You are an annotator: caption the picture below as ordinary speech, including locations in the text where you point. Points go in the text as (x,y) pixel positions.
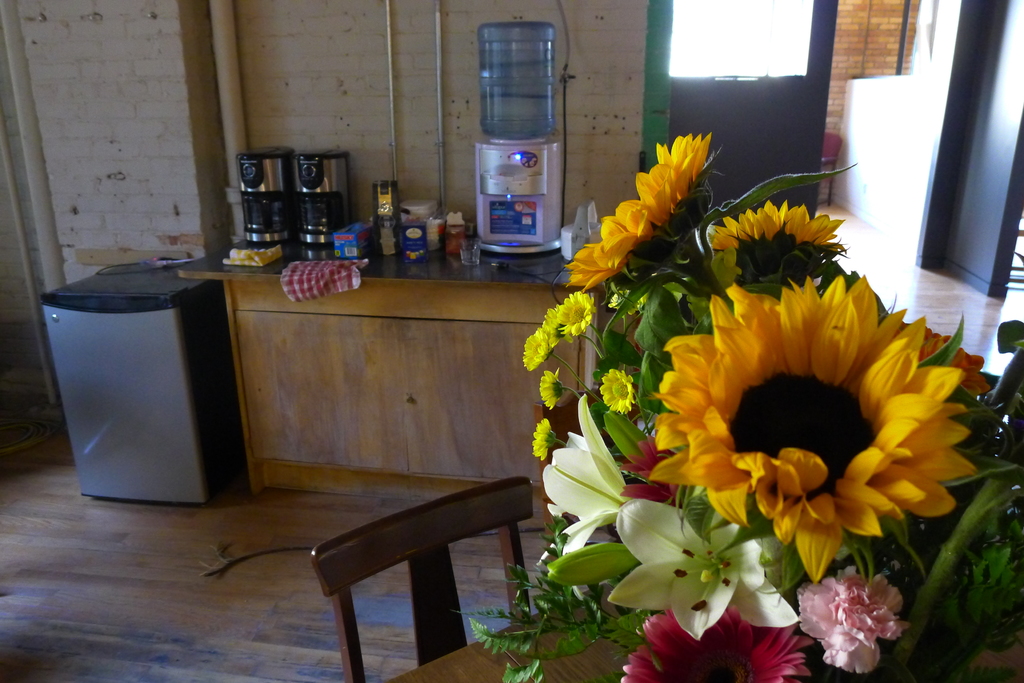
The picture is taken inside a room (712,396). In the right (799,476) there is a bouquet (734,393) on a table (508,663). Beside the table (472,664) there is a chair (438,614). On the counter (510,365) there is water filter (500,199), coffee machine (335,209), cloth (352,269), few other things (360,236) are there. Beside it there is a mini fridge (140,395). in the top right (827,169) there is an entrance (865,148).
